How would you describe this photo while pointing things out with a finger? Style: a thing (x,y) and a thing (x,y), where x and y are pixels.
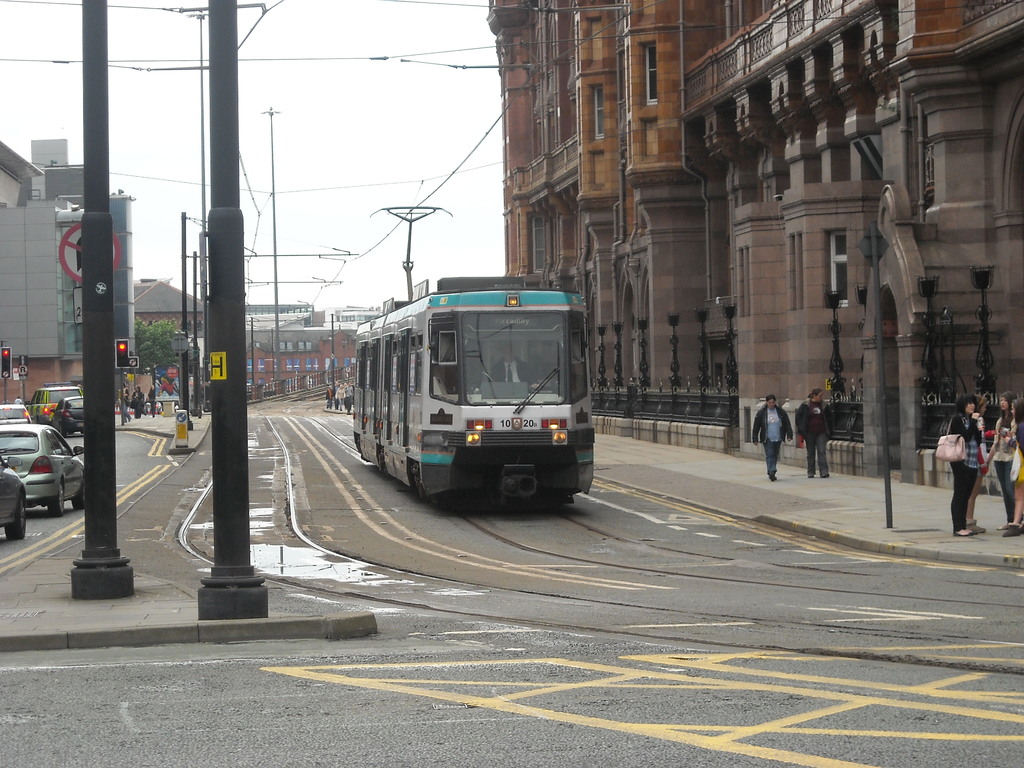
This picture is clicked in the city (582,665). At the bottom (582,657), we see the road (613,598). In the middle (574,317), we see the train (523,312) moving on the tracks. On the right side (1022,446), we see the people (1001,430) are standing. Beside them, we see a pole (870,225). Beside that, we see two people (825,427) are walking on the footpath (800,474). On the right side (886,335), we see the poles (673,345) and a building (658,247). On the left side (101,371), we see the poles (106,546), traffic signals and the cars (41,389) moving on the road (187,482). There are trees (148,349), buildings (31,350) and the poles (194,357) in the background (323,349). We see the people (342,404) are standing on the road (305,406). At the top (323,168), we see the sky (322,168) and the wires (316,191).
